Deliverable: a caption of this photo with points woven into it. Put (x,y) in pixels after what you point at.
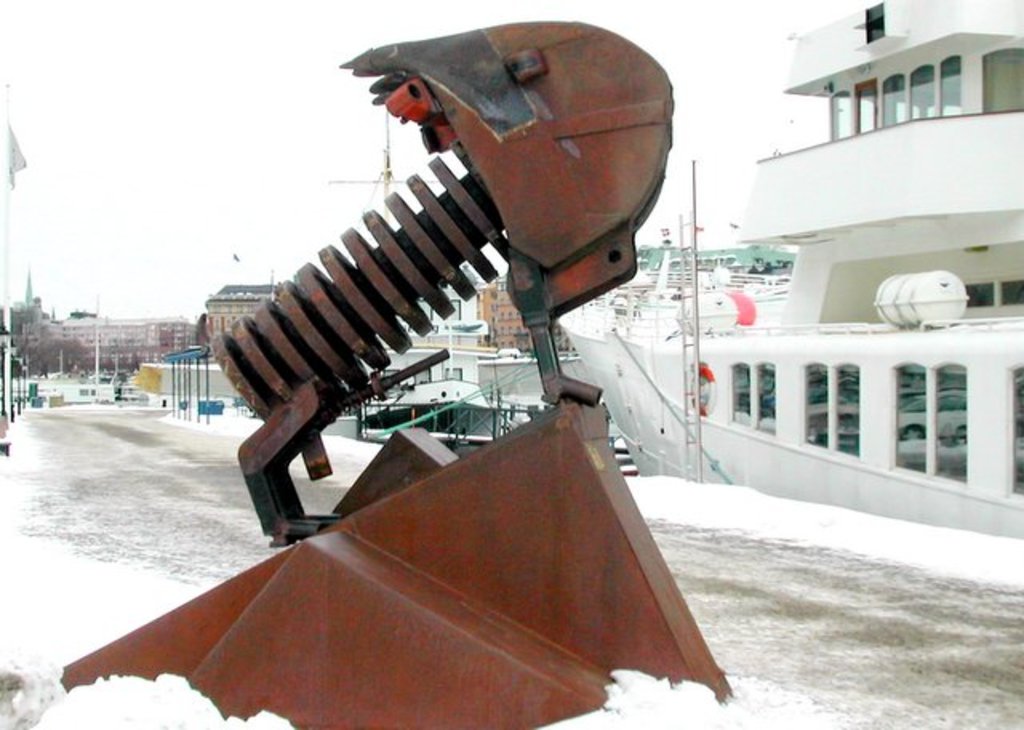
We can see machine (328,580) and snow (116,694). We can see ship (660,436). In the background (509,314) we can see buildings (128,329), poles (25,364), trees (34,373) and sky (221,42).
